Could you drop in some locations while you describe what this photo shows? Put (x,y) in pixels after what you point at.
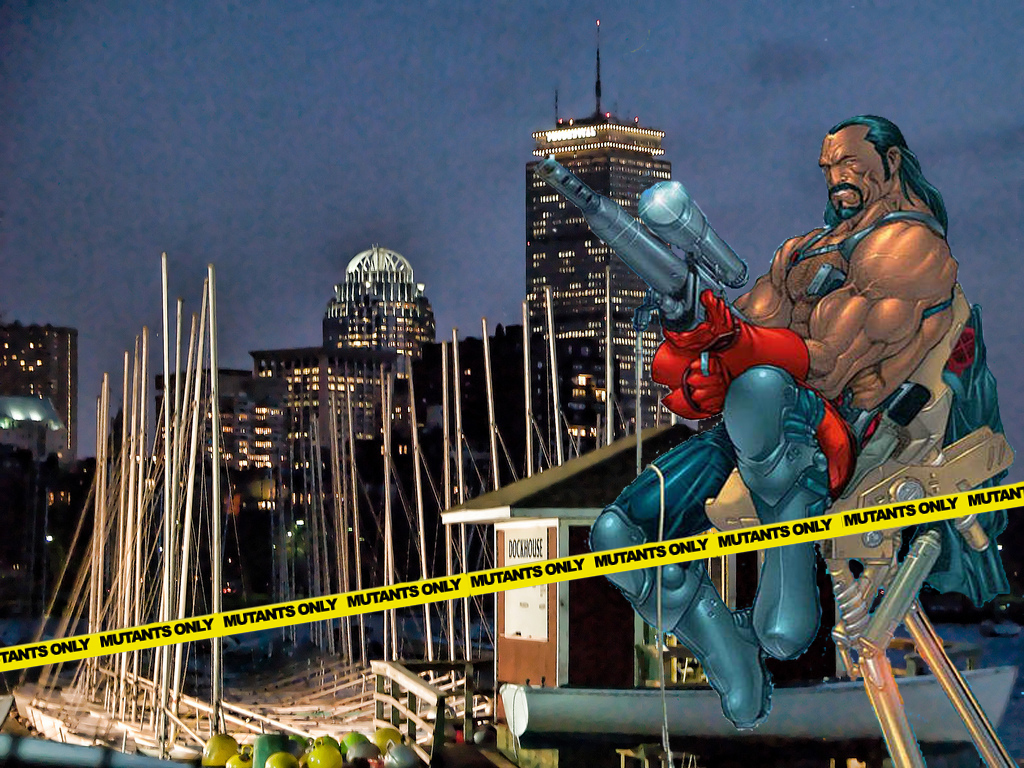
This is an animated image. I can see a person (762,606) holding a weapon (691,274). There are boats (105,726) and buildings (309,372) with lights (584,325). I can see a yellow tape (424,590) with letters (685,549) on it. In the background (349,165), there is the sky (782,111).
